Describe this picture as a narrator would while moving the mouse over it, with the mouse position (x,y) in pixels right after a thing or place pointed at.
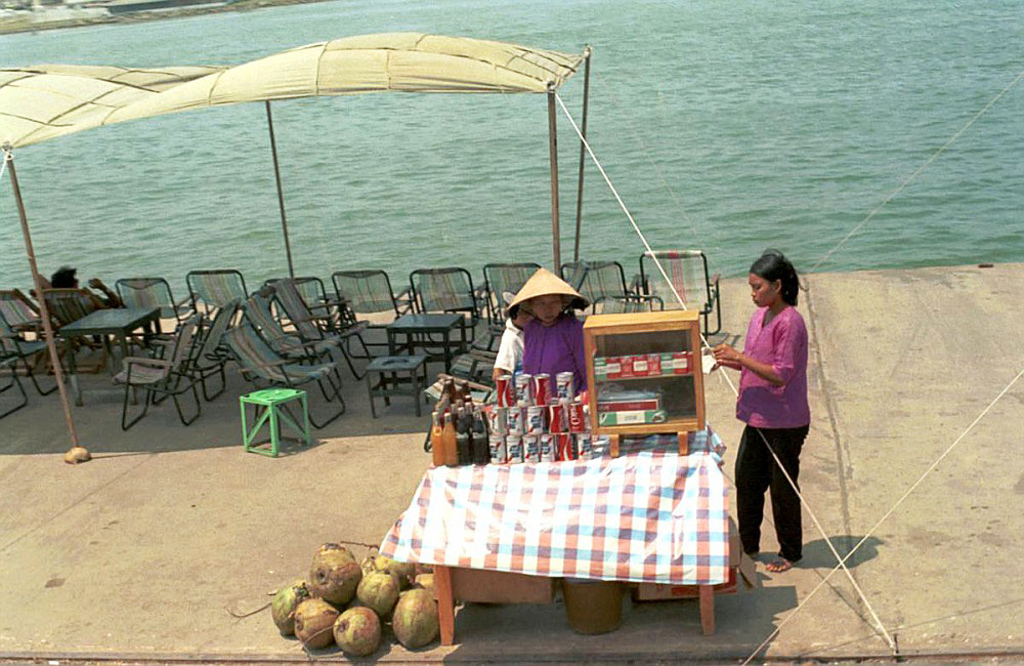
In the center of the image (505,361) we can see three persons (748,369) are standing. Among them, we can see one person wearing some object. In front of them, we can see one table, one bucket (603,612) and coconuts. On the table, we can see one cloth (639,435), a wooden box (593,410), cans (506,433), bottles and a few other objects (620,422). In the background (661,198) we can see water (773,228), one tent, poles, chairs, tables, one person (100,280) sitting and a few other objects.
